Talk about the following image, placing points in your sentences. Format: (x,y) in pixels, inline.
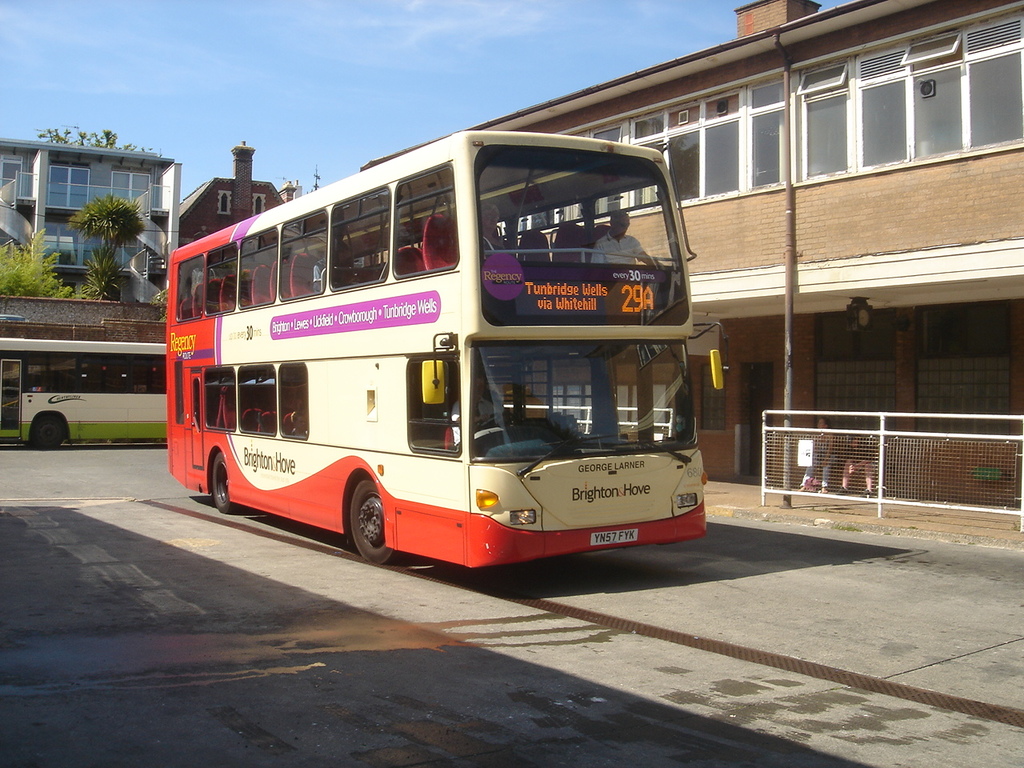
In this image we can see buses (327,393). On the bus (343,379) there is text (606,489) and numbers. Inside the bus (527,366) there are people (609,253). Also there are trees (114,207) and buildings (739,144) with windows (777,170). In the background (363,84) there is sky (273,36) with clouds (358,20). And there is a pole (790,269). Also there are railings (843,455). And we can see two persons (862,450) sitting near to the building (720,456).
